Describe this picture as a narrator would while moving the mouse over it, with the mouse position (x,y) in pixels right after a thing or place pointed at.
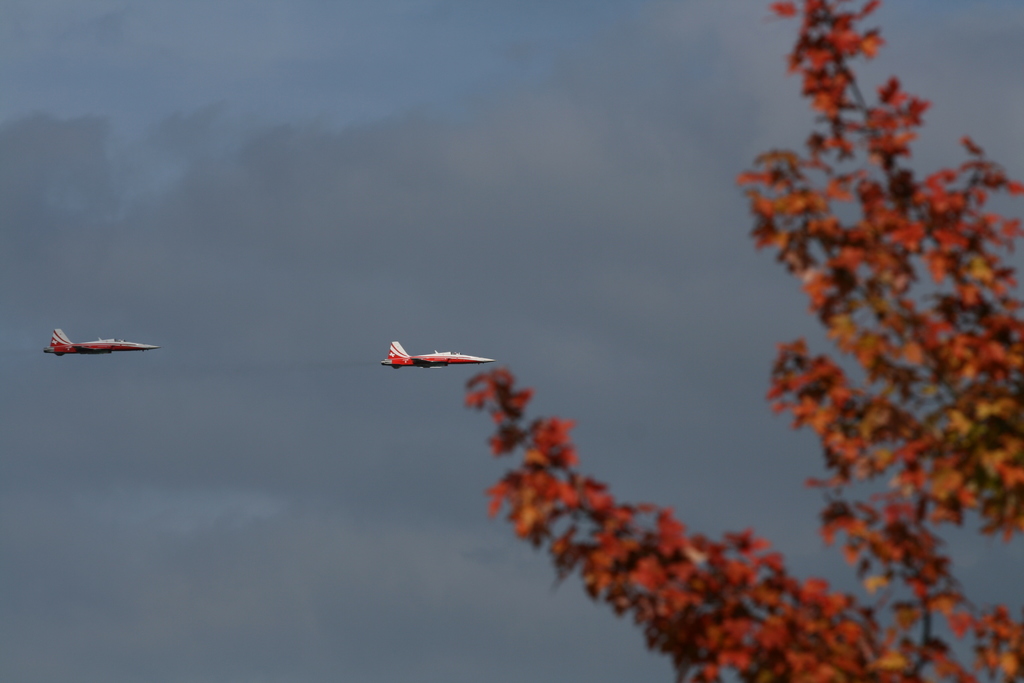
In this picture I can see couple of jet planes (467,357) and a tree (524,439) and I can see a cloudy sky (531,291).
